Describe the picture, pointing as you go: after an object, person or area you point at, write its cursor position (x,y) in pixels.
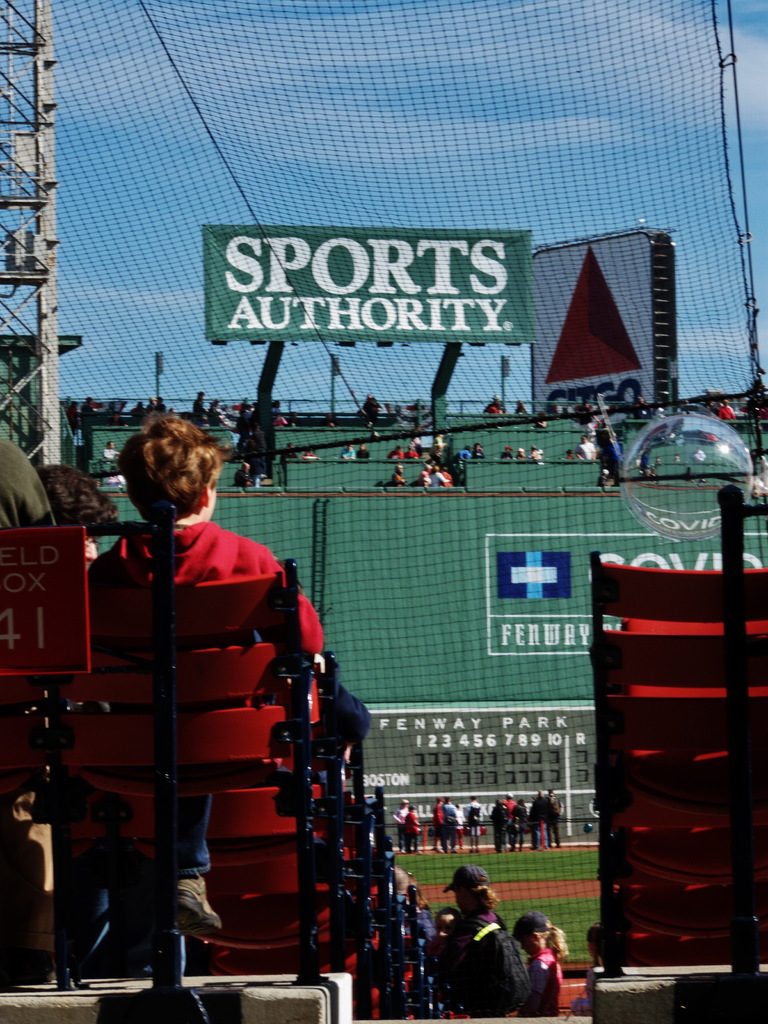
In the foreground (14,867) I can see a crowd (203,826) on the ground (532,853) and in a stadium (388,923). In the background (524,514), I can see a fence (553,532), net (187,372), metal rods (22,142), boards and the sky (74,6). This image is taken may be in a stadium (337,838).
